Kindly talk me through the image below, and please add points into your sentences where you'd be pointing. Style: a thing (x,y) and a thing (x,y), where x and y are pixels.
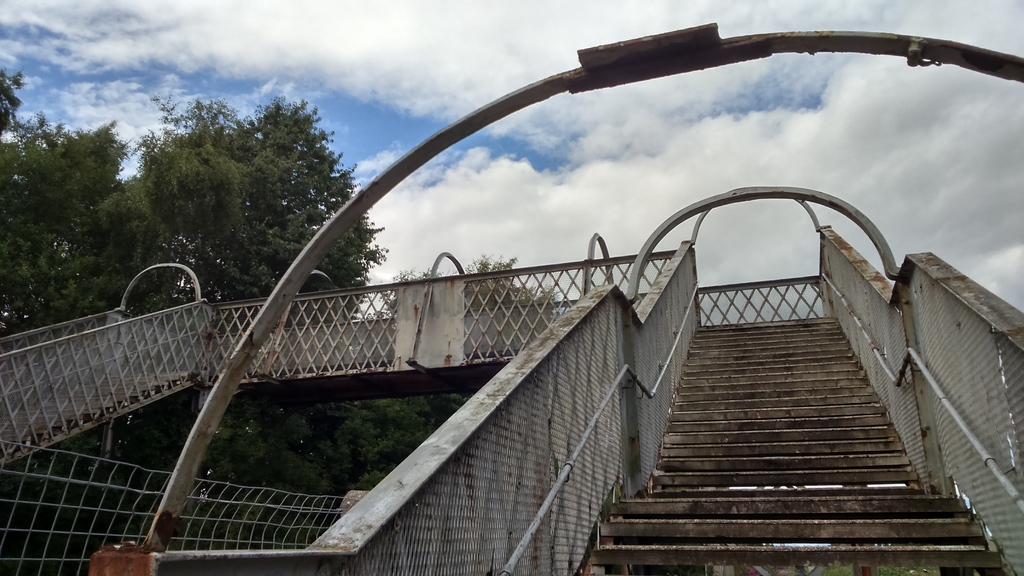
In the picture we can see the foot over bridge (63,421) with railing (972,348) and steps (630,555) and behind it, we can see some trees (406,414) and behind it we can see a sky (354,164) with clouds (564,196).
